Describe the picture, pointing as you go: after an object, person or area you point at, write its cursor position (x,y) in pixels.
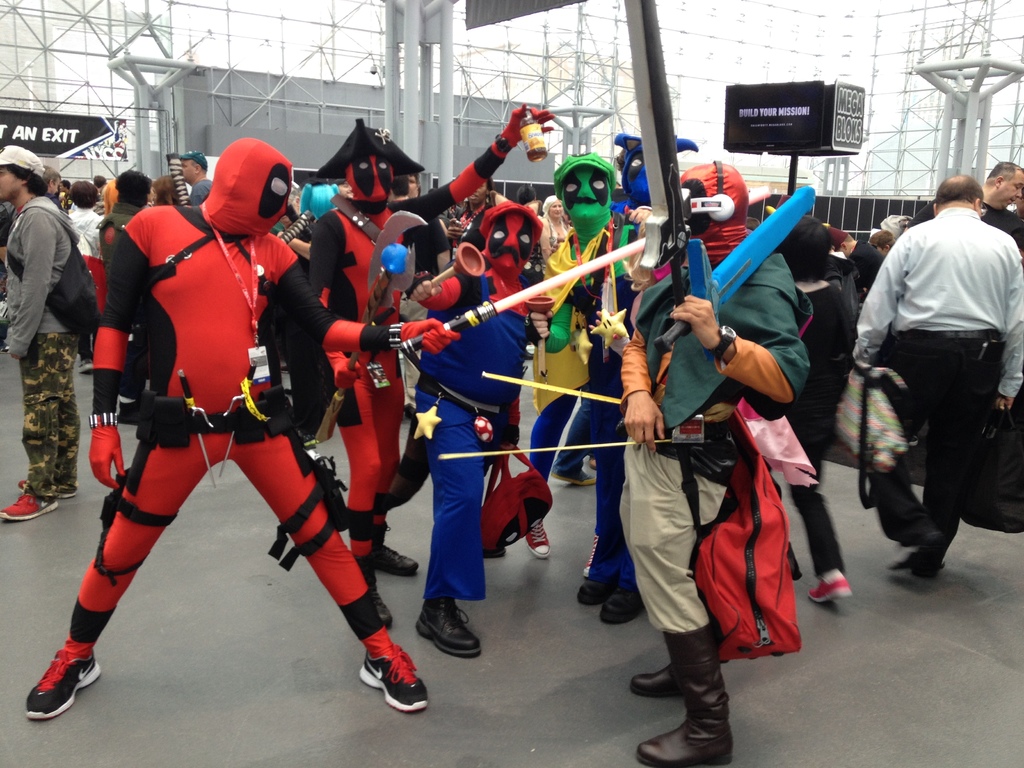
In this image I can see there are few persons (160,528) wearing a colorful clothes (275,437) and they are performing an act and they are holding the weapons (792,200) and at the top (968,76) I can see rods (957,62) and in the middle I can see some persons (26,166) standing and walking on the floor (952,681).
